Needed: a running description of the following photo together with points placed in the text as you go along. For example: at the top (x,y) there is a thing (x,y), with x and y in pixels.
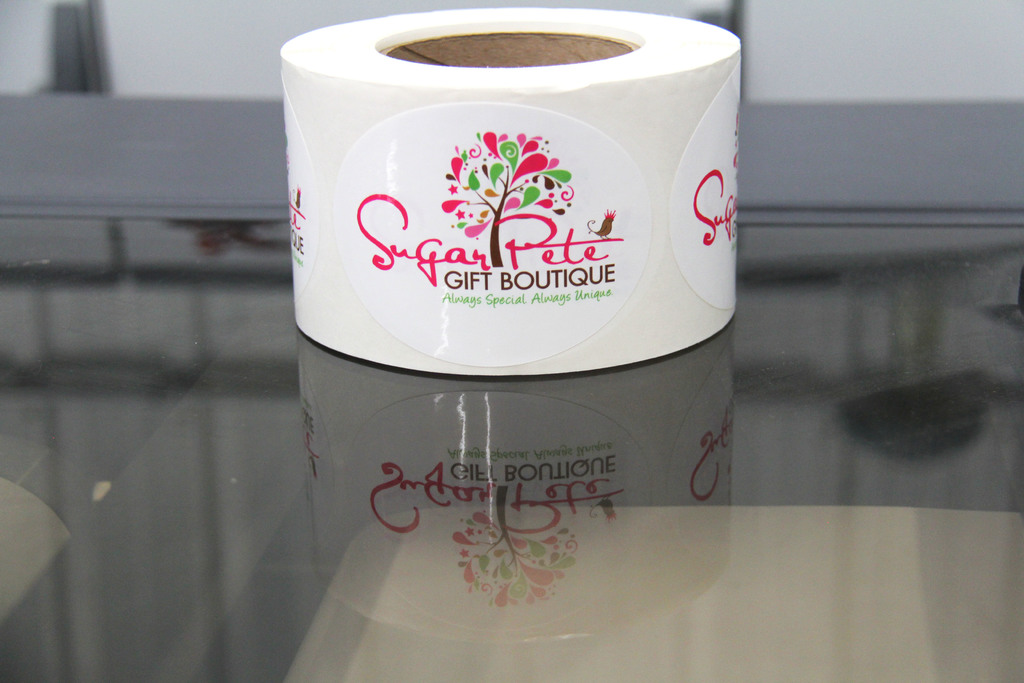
In this picture, it looks like a tape (654,119) and on the tape (636,189) there are labels (506,205) and the tape (598,196) is on the transparent glass object (721,421). Behind the tape (488,96) there is the blurred background (862,123).
